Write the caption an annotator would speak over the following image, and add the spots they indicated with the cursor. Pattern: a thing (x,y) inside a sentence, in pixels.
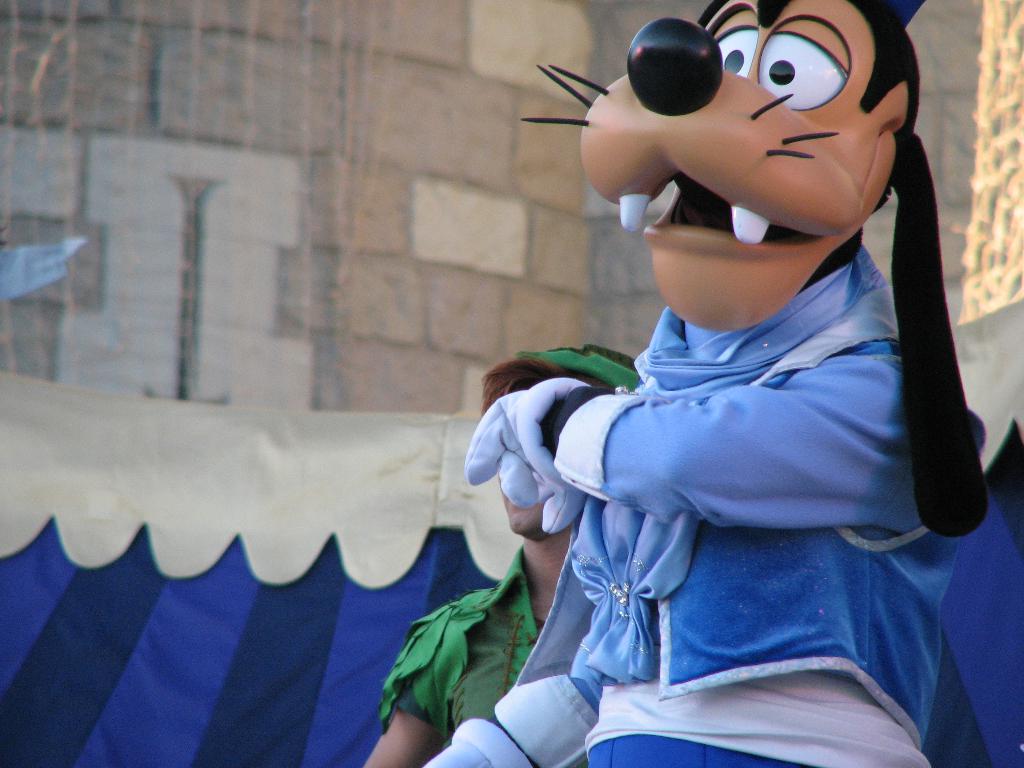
In this image we can see a depiction of a cartoon. There is a person (544,357). There is a blue color cloth (151,613). In the background of the image (302,173) there is wall (302,209).
